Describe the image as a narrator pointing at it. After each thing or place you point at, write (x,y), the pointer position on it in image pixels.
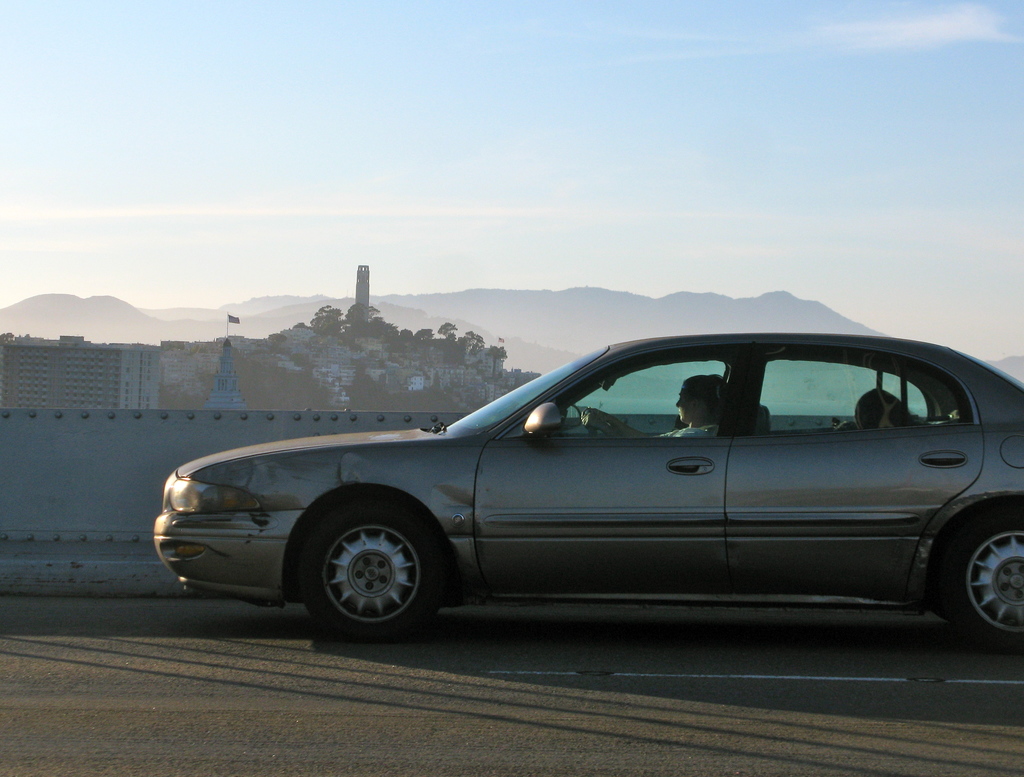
In the image there is a person (705,404) sitting in car (709,528) on a road (274,730), behind it there are many buildings (323,366) and trees (409,360) on a hill (294,357) and over the background (46,313) there are many mountains (543,316) and above its sky (906,85) with clouds (878,35).
